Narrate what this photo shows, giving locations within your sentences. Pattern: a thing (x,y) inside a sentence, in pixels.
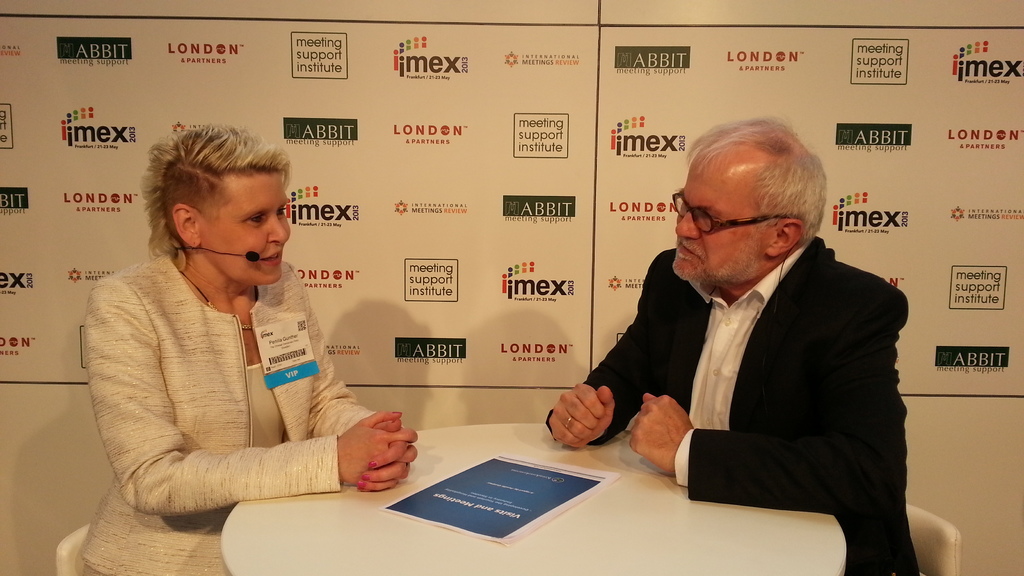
In this image I can see two people (686,476) are sitting on the chairs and wearing different color dresses (813,447). I can see the paper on the table (659,547). I can see the white color board (597,107) and something is written on it.
